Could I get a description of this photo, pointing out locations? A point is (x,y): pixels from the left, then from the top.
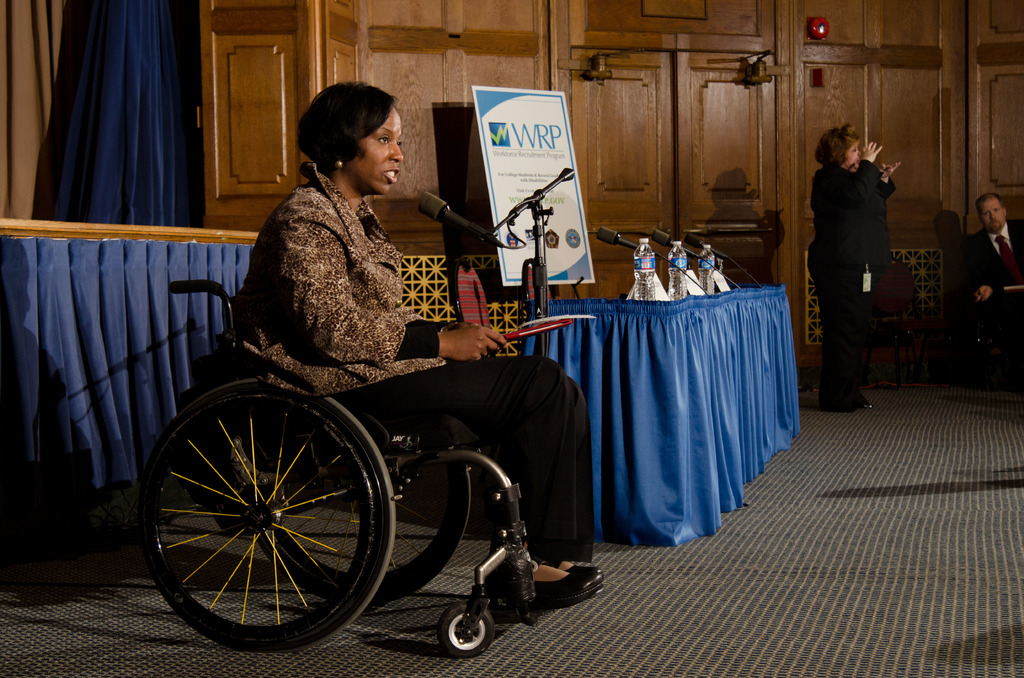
In this image we can see three people (343,319), a woman (343,319) is sitting on the wheel chair (440,447) and holding an object (535,330), a woman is standing and a man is sitting, there is a mic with stand (540,230) beside the woman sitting on the wheel chair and there is a table (609,331) with bottles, mic's (686,254) and boards (536,182) on the table (609,315) and in the background (636,117) there are doors (697,99) and blue color curtains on the left side (163,160).
